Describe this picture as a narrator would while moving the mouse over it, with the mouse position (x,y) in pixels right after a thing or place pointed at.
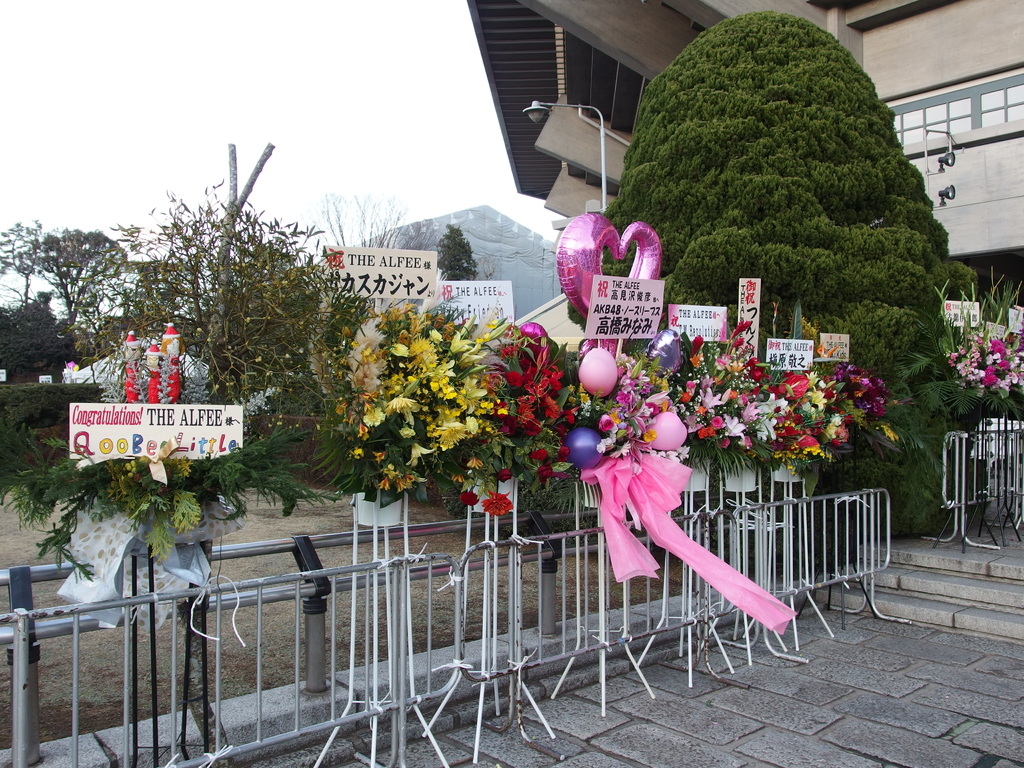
In this image there are metal stands (490,560) in which there are flower bouquets (588,418) and balloons (665,445) in the middle (626,406). In the background (871,75) there is a building (879,84). In front of the building (909,108) there is a tree (760,145). In the background (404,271) there are placards (352,280) in the flower bouquets (621,394). On the right side (953,588) there are steps (956,606). There are light poles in the middle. On the left side (262,281) there are trees (192,264).
